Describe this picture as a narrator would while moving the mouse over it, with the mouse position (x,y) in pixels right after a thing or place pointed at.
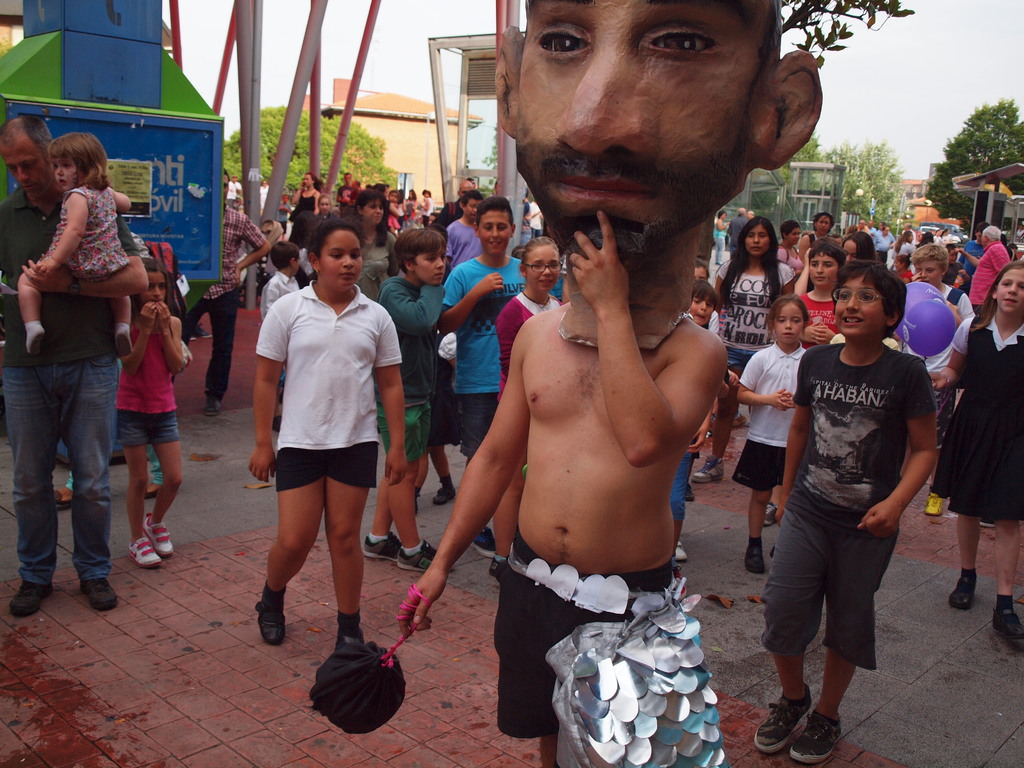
In this image I can see there are many persons (588,586), kids (537,266) standing and there is a person (610,353) at right side (739,25), he is wearing a mask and there are few trees (327,143), buildings (425,147) and the sky (1004,36) is clear.
